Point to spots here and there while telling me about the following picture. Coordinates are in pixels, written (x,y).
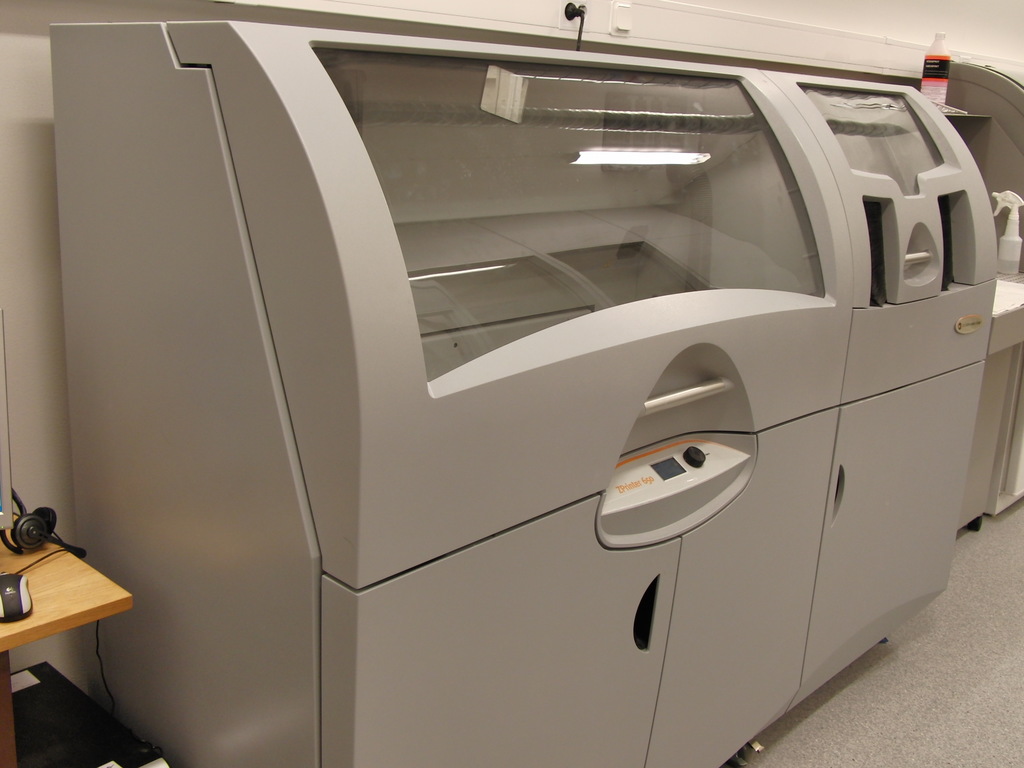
In this image I can see the machine (654,396). On the left side (15,609) I can see some objects (22,592) on the table (45,552).
